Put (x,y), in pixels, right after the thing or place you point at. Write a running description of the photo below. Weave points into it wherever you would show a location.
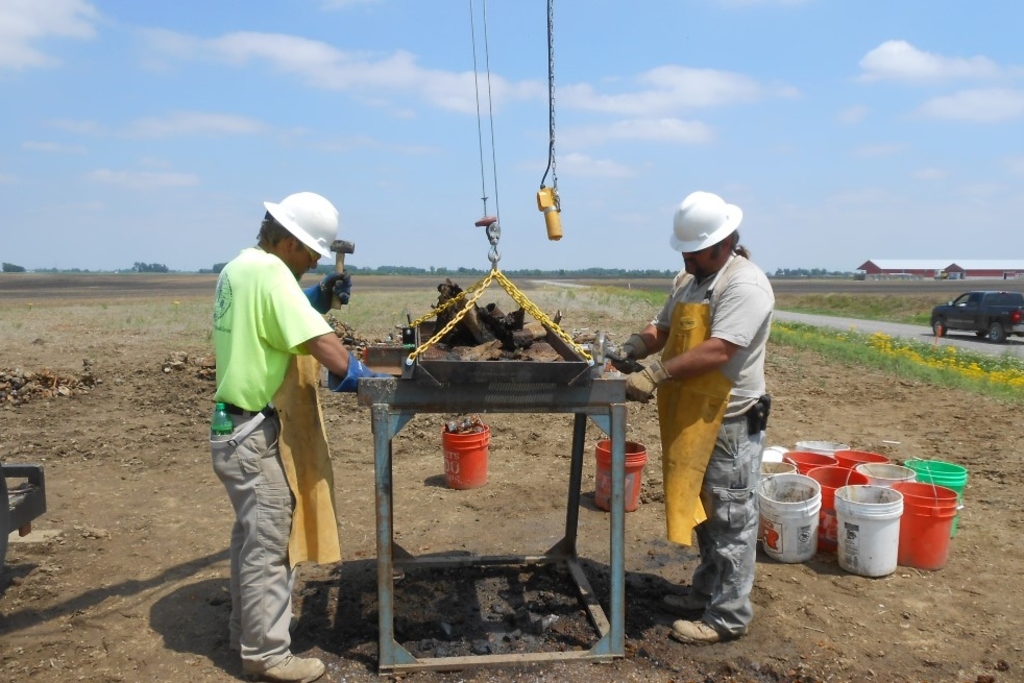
In this picture there are two persons (715,421) wearing white helmets (309,223) are standing and holding a hammer (609,343) in their hands (613,357) and there is an object (456,309) in between them which is attached to a rope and there are few buckets (834,473) in the right corner (882,486) and there is a vehicle (939,305) on the road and there are few buildings (876,266) and trees (833,275) in the background (889,263).
